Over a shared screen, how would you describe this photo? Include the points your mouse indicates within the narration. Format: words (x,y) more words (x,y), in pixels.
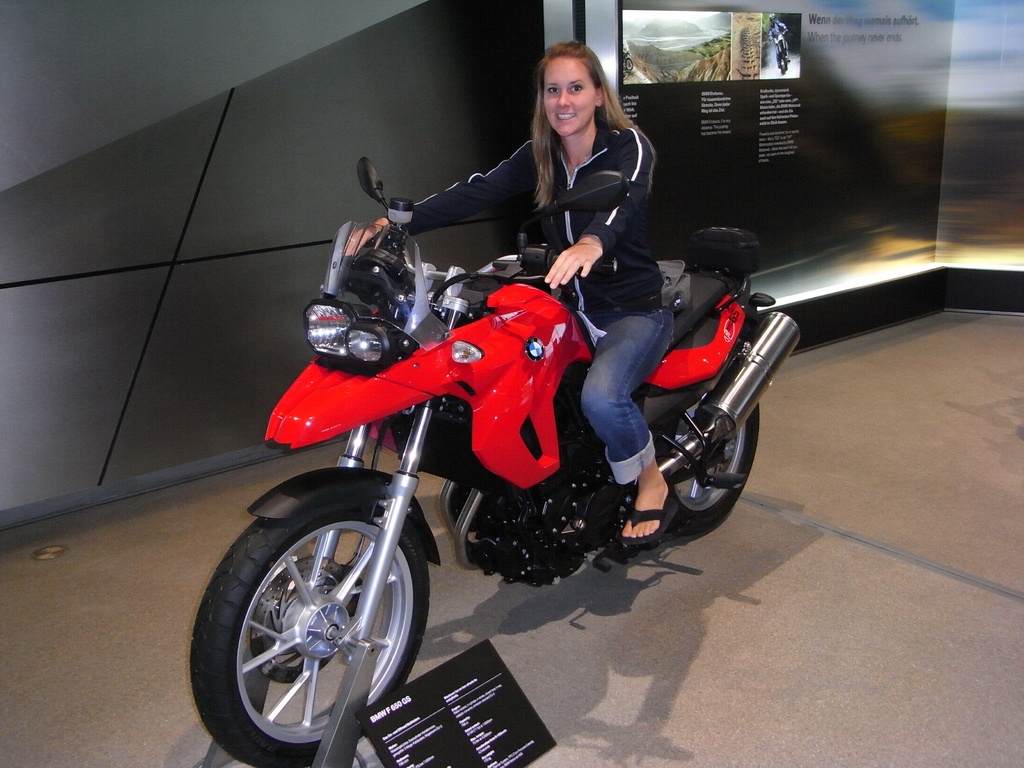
In this image we can see woman (549,149) sitting on the bike (389,474). At the background (671,71) we can see a wall (679,54) and a display board (677,19).
